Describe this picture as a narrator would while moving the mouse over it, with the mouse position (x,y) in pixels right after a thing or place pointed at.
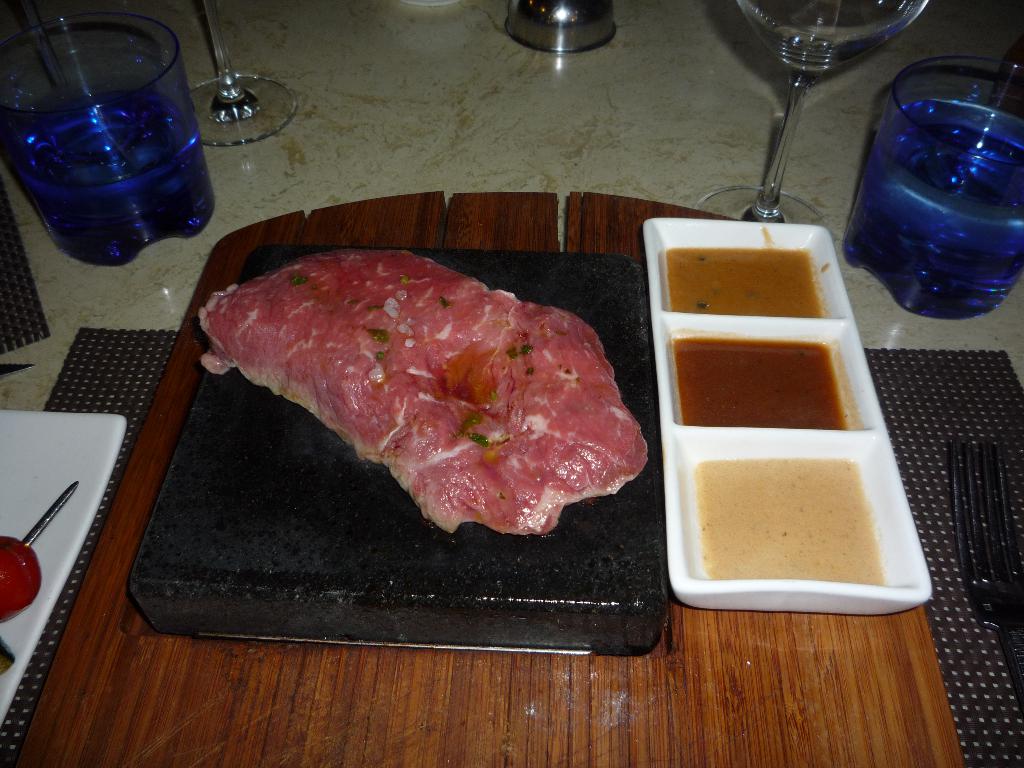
In the image there is some meat (429,340) served with some sauces (750,503) and beside that there are glasses (79,76) filled with some drinks (111,116).
